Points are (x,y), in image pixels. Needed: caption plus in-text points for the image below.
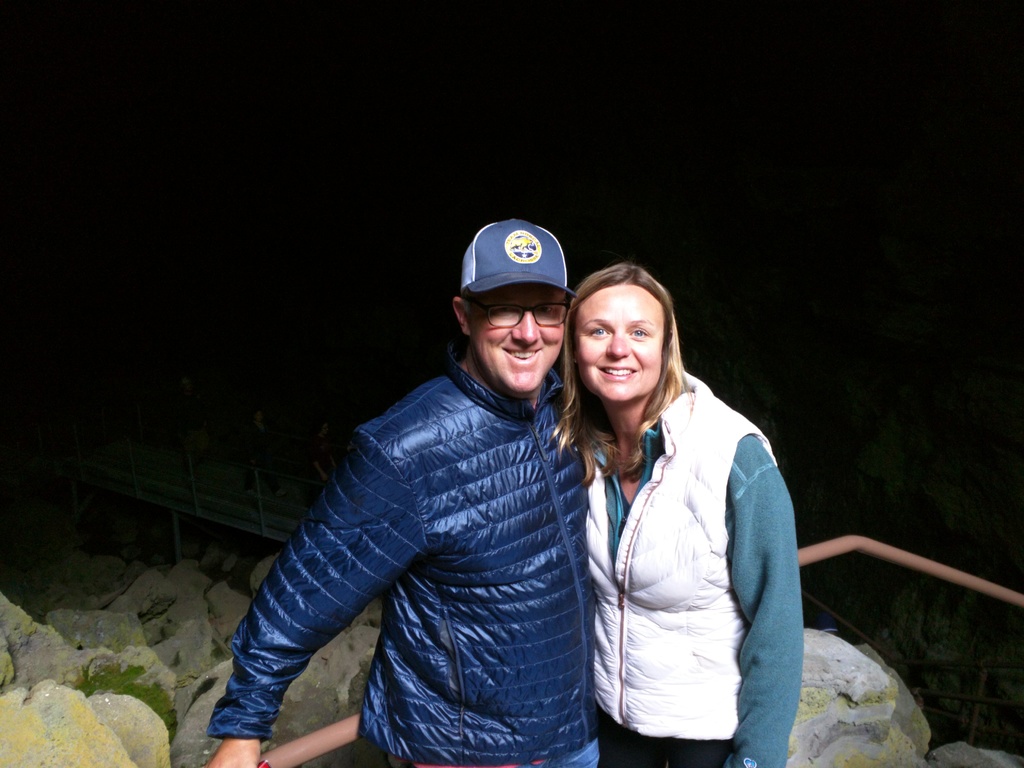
In the image there is a man (478,495) standing and he kept spectacles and there is a cap (520,262) on his head (546,333). Beside him there is lady (619,439) standing and smiling. Behind them there is a rod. And also there are rocks (84,624). In the background (270,466) there are few people (255,463) standing on the bridge (171,475). And also there is a dark background (95,291).
